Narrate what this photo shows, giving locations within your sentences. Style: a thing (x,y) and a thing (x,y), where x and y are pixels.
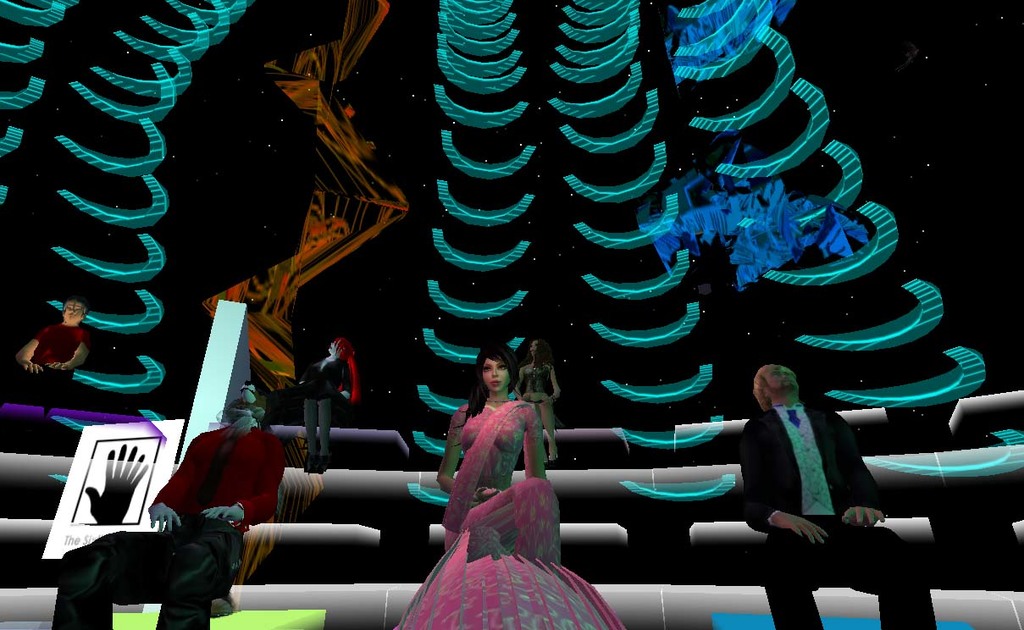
This is an animated image where we can see a woman (486,473) wearing pink color dress (498,578) is at the center of the image (494,381), here we can see a man (765,497) wearing blazer (759,485) is on the right side of the image (875,551) and a few more people (237,510) on the left side of the image (183,510). Here I can see a white color board (108,500) on which I can see a human hand (124,515). The background of the image (16,83) is dark where we can see some objects (45,81).
